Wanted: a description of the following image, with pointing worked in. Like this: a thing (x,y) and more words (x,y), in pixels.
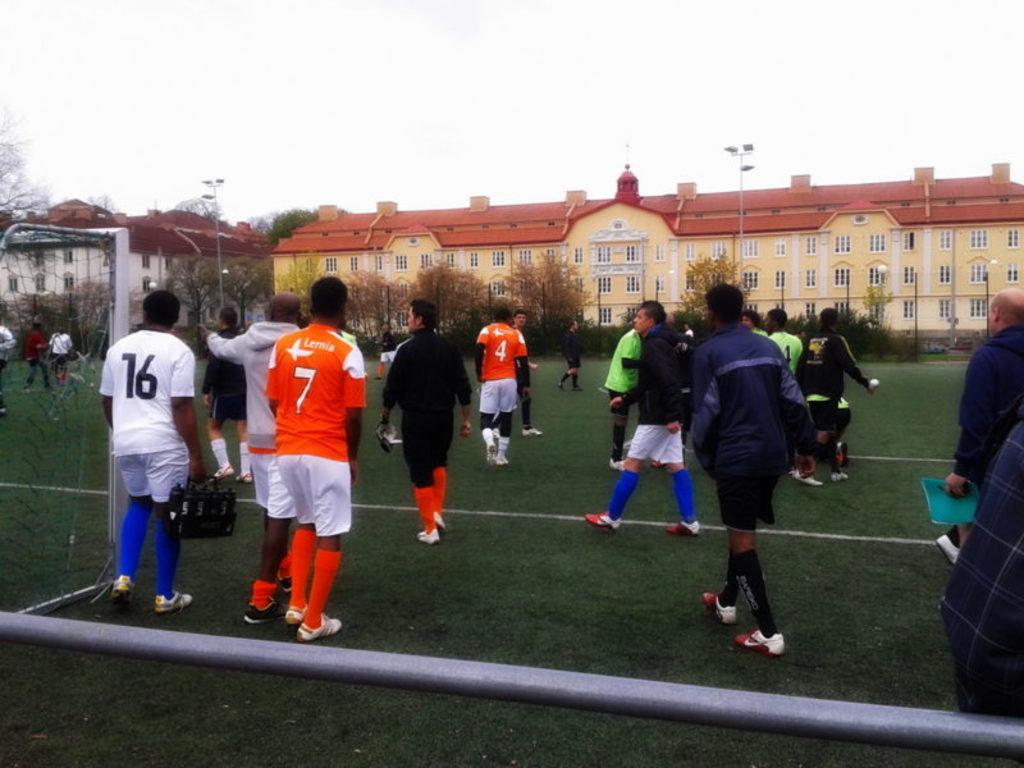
This picture shows couple of buildings (306,250) and we see trees (533,288) and few players (300,477) on the ground (140,584) and we see a man (162,546) holding a water bottle case (207,515) in his hand (197,473) and we see another man (1000,385) holding papers (939,500) in his hand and we see pole lights (741,177) and a cloudy Sky (540,154) and we see grass (545,581) on the ground (379,628).
